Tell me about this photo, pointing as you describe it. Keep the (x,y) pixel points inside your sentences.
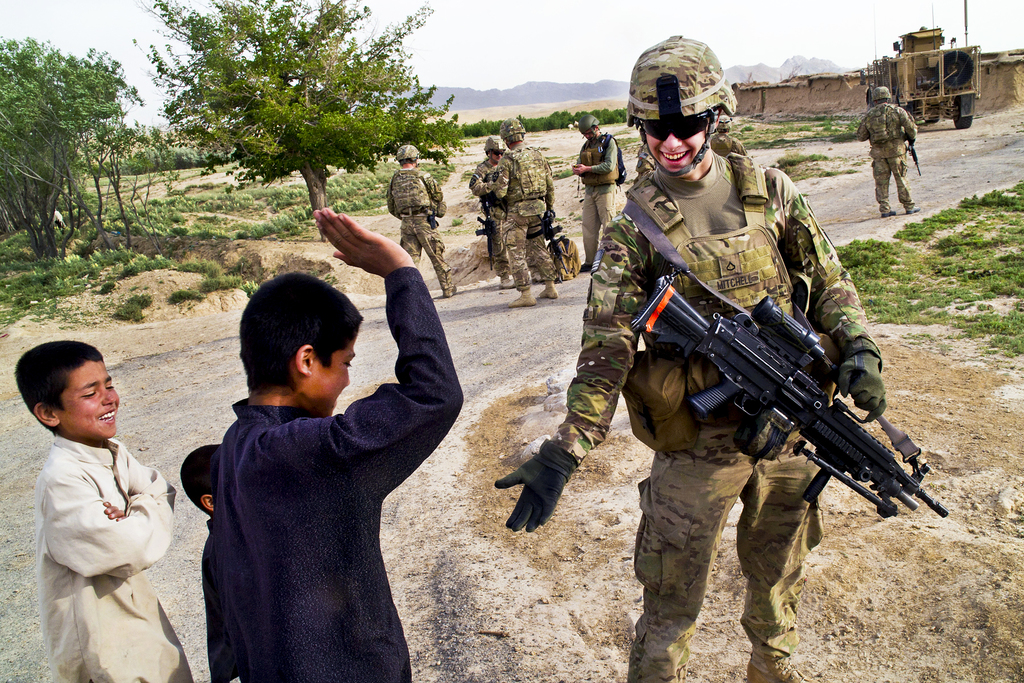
In this image we can see people (878,135) standing. Some of them are wearing uniforms (599,269) and we can see rifles (848,448). On the left (312,382) there are boys (168,535) smiling. In the background (54,109) there are trees (425,112), hills (441,96) and sky (573,74). On the right (937,85) there is a vehicle (929,106).
